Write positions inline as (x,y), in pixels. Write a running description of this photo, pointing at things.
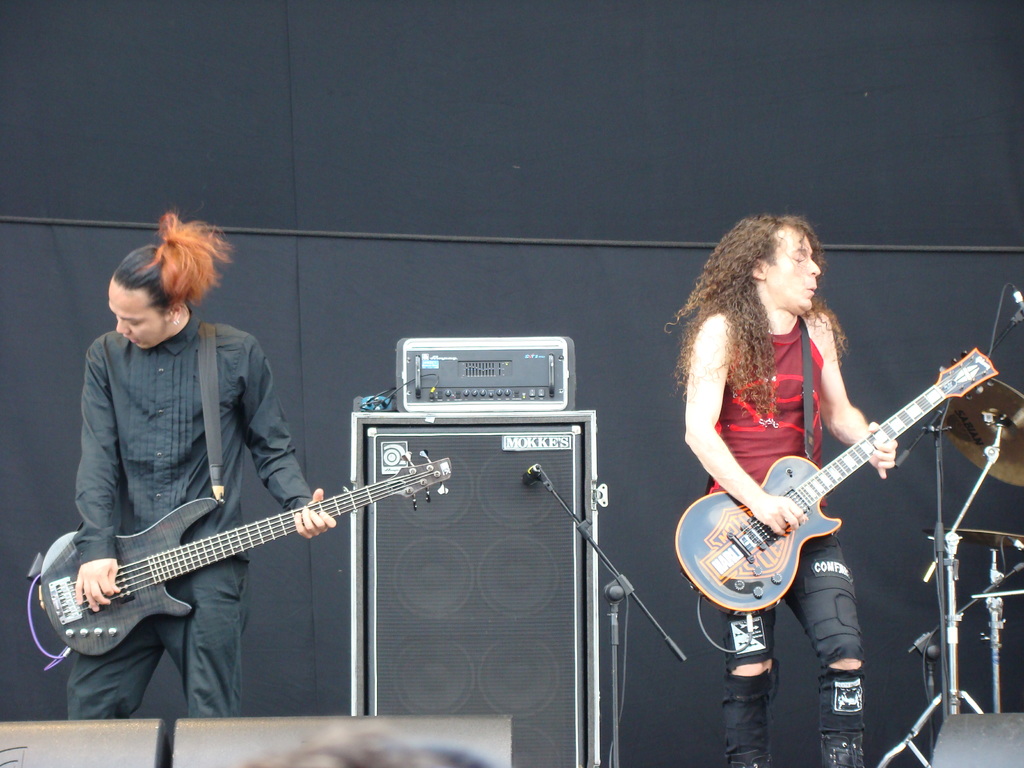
A man (174,635) and another man (843,711) are playing guitar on a stage (799,743).
